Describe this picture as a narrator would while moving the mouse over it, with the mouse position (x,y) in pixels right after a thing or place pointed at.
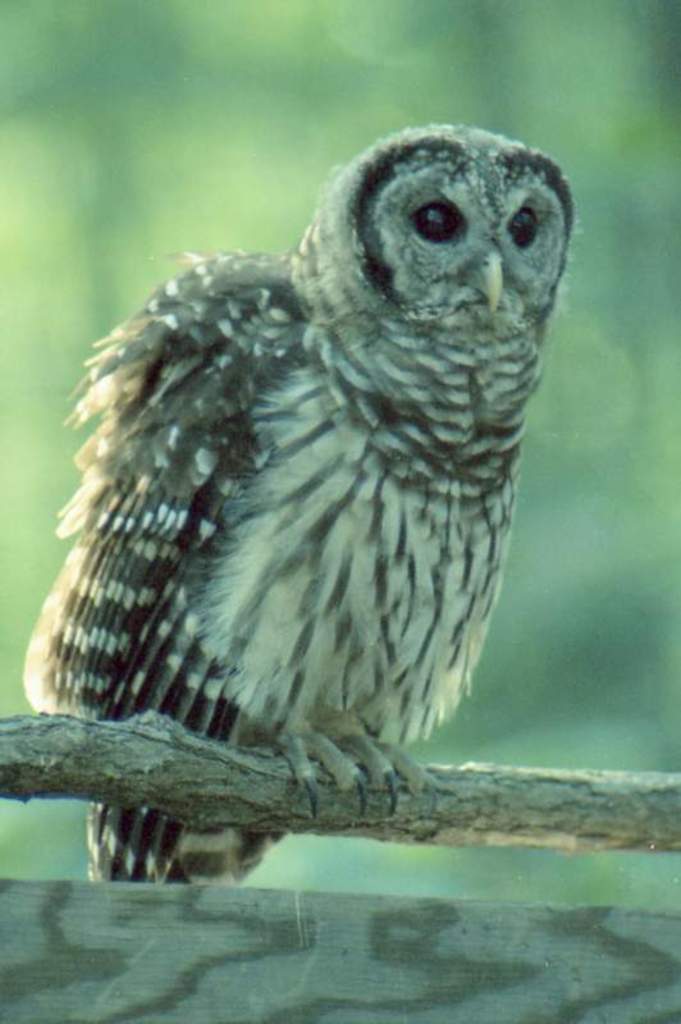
In the picture we can see an owl (536,382) sitting on the tree stem (467,836) and behind it, we can see some plants (585,660) which are not clearly visible.
